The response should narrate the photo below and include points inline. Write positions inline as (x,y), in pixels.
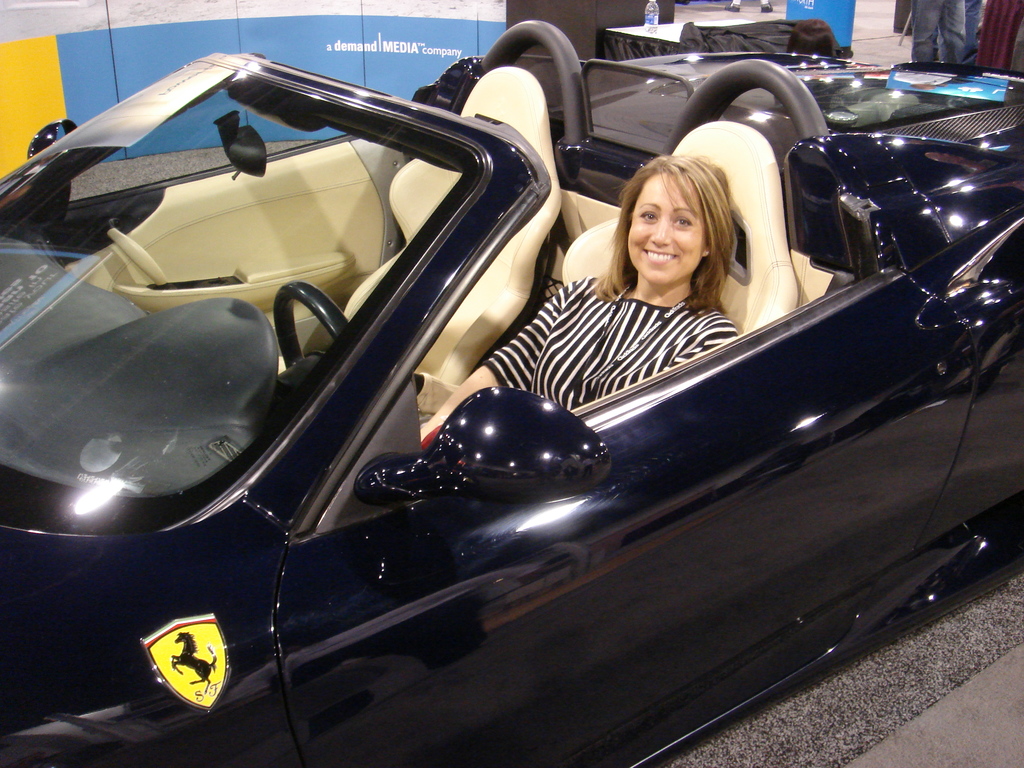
There is a woman (621,236) sitting inside a car (575,239) in the foreground area of the image (593,269), it seems like a desk (700,23), poster (395,30) and a person (924,5) in the background (838,13).
